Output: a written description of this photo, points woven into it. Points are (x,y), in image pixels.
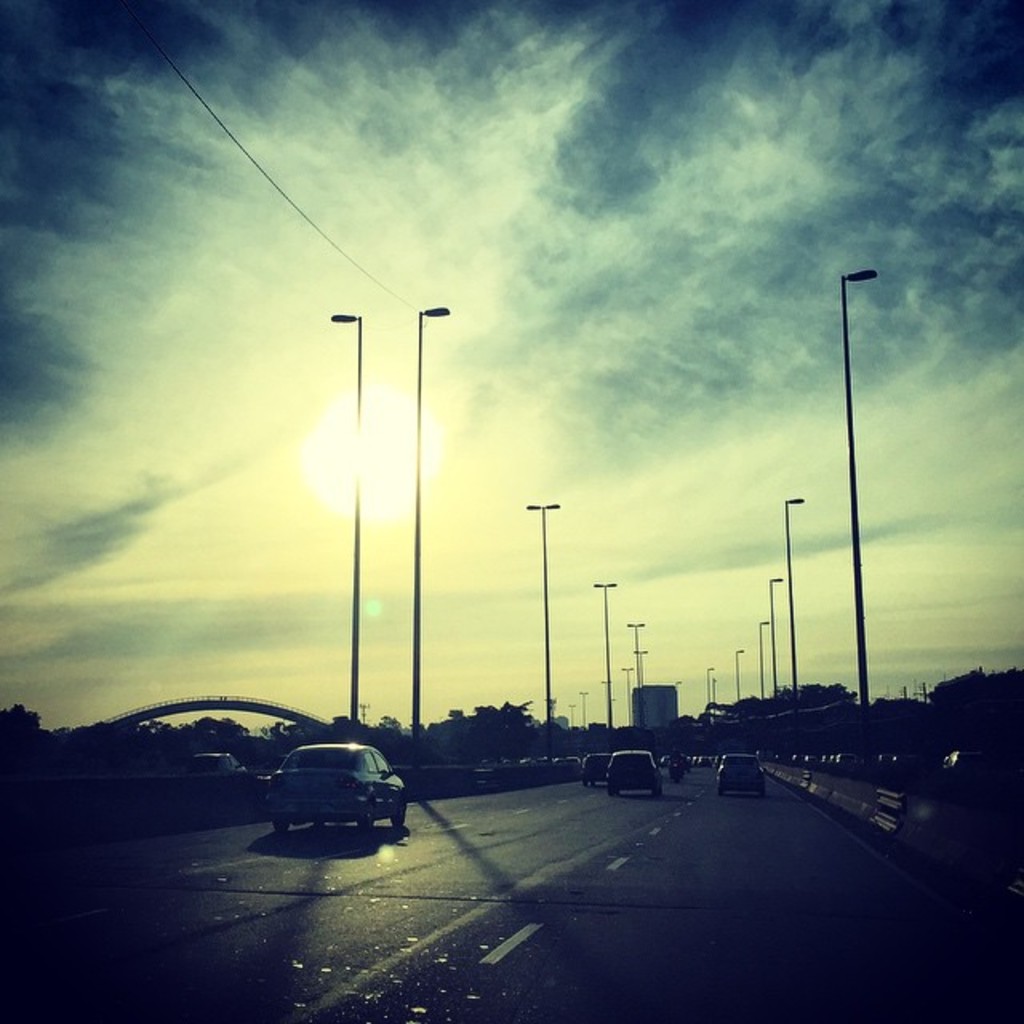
In this picture we can see vehicles (629,766) on the road (344,881), light poles (609,723), building (633,688), bridge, trees (740,738) and in the background (615,688) we can see the sky (479,336).
